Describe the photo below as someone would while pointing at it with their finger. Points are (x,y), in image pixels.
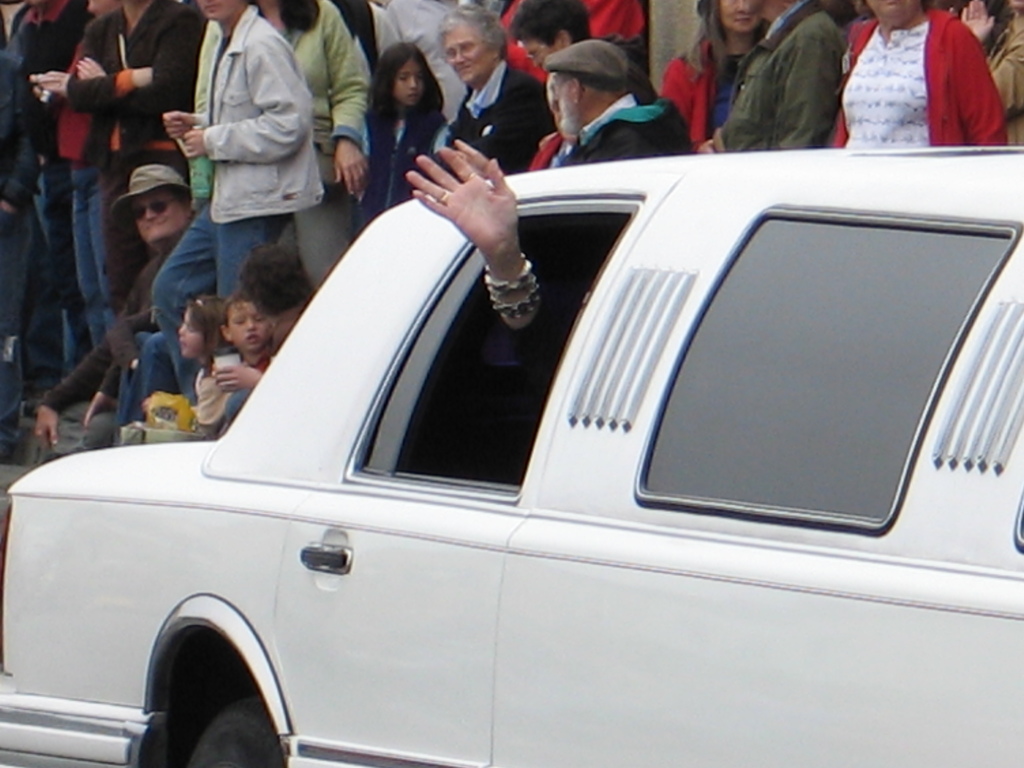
In this image there is a car (615,667). There is a hand (456,213) of a person (477,195) waving from the car (485,319). Behind the car (609,683) there are many people (415,65) standing and a few people (166,361) sitting.
